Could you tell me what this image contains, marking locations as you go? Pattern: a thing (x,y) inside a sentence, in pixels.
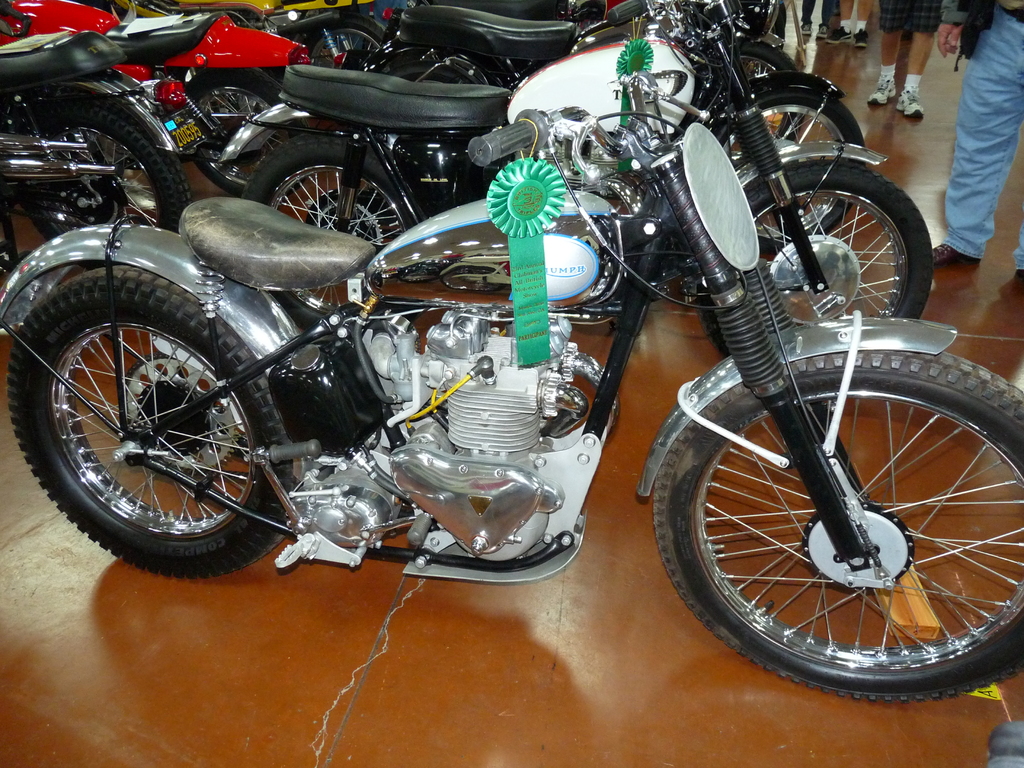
In this picture we can see group of people (918,96) and few motorcycles (356,244).
